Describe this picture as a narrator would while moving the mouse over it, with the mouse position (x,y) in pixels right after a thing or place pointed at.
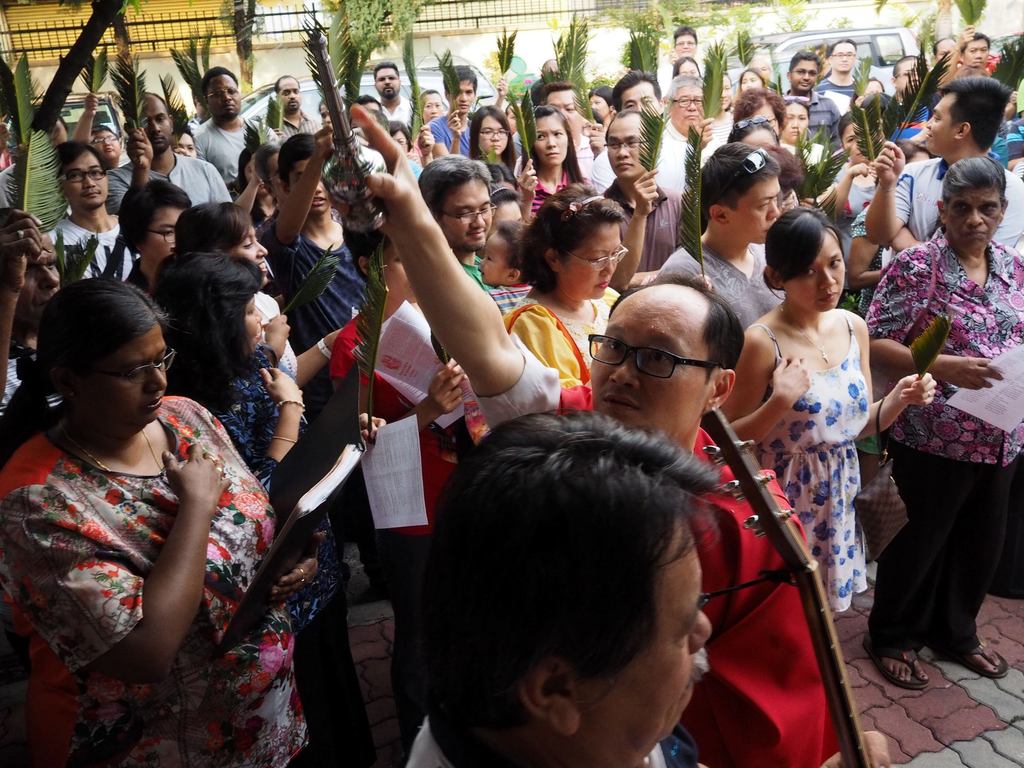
In this image there are group of persons (534,380) standing, the persons (447,247) are holding an object (657,116), there are vehicles (263,115), there are plants (745,26), there is a wall (174,75).
